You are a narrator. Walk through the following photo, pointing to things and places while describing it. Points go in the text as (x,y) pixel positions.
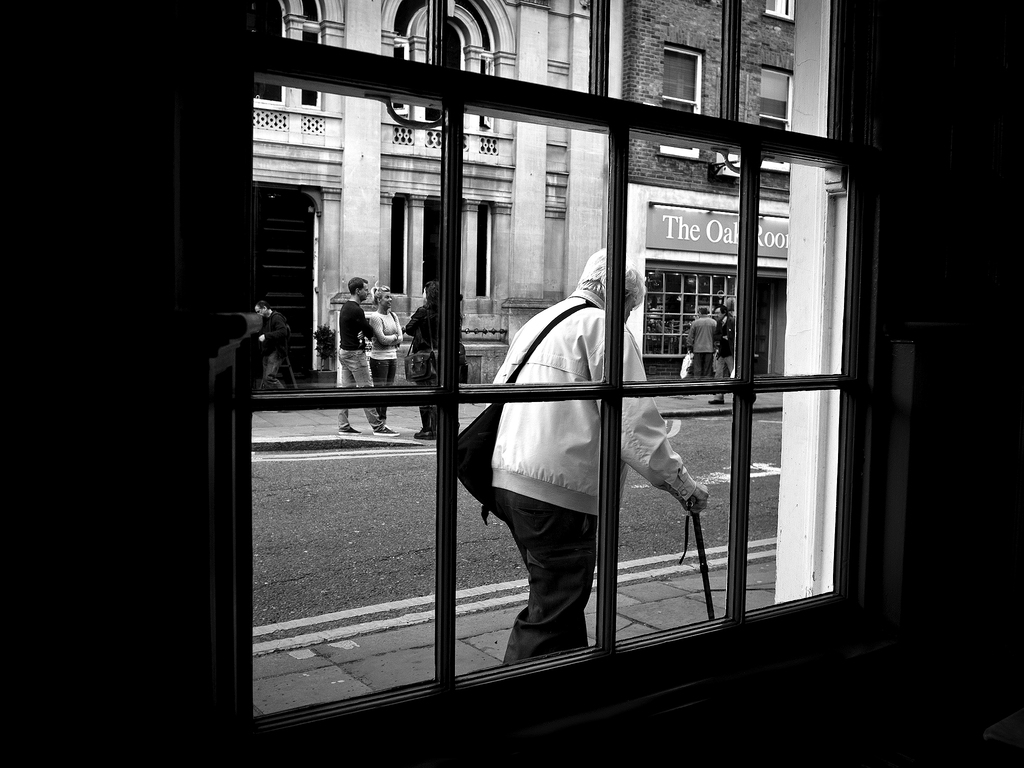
This picture shows a glass (338,355) from the glass (343,70) we see few buildings (396,8) and few people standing and few are walking on the sidewalk (693,609) and a old man (537,458) holding stick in his hand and he wore a bag (495,424) and we see name board (656,215) to the wall (635,220).
